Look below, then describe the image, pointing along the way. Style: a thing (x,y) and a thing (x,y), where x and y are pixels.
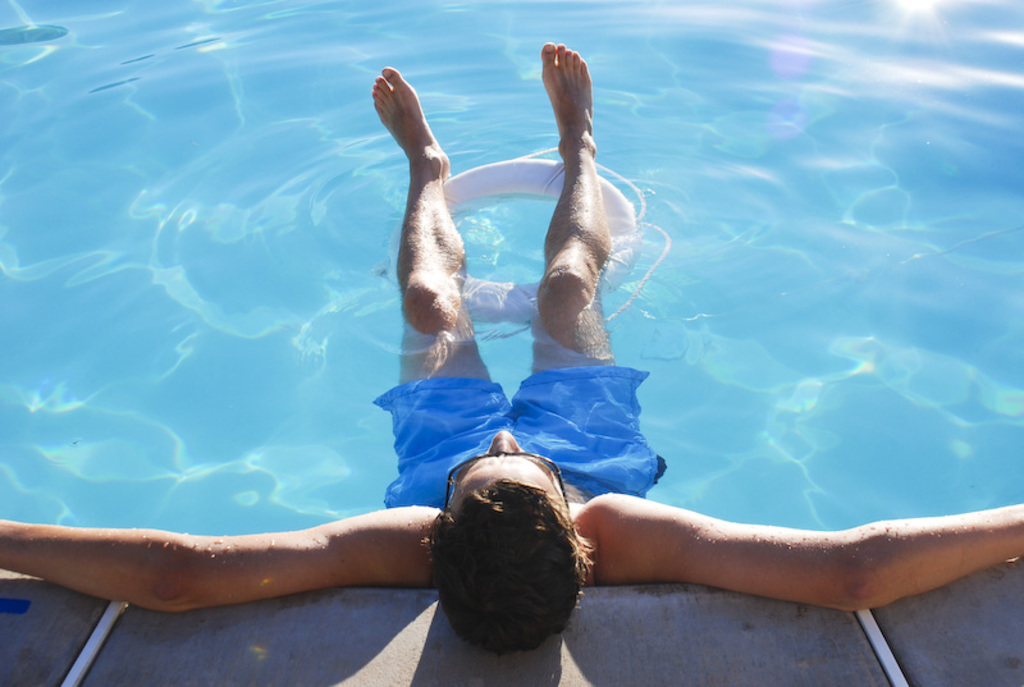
In the foreground of the picture (471,433) there is a water pool (342,251), in the pool (223,512) we can see a person (444,247) relaxing and there is a lifebuoy (522,303). At the bottom (958,652) it is floor (809,649).
